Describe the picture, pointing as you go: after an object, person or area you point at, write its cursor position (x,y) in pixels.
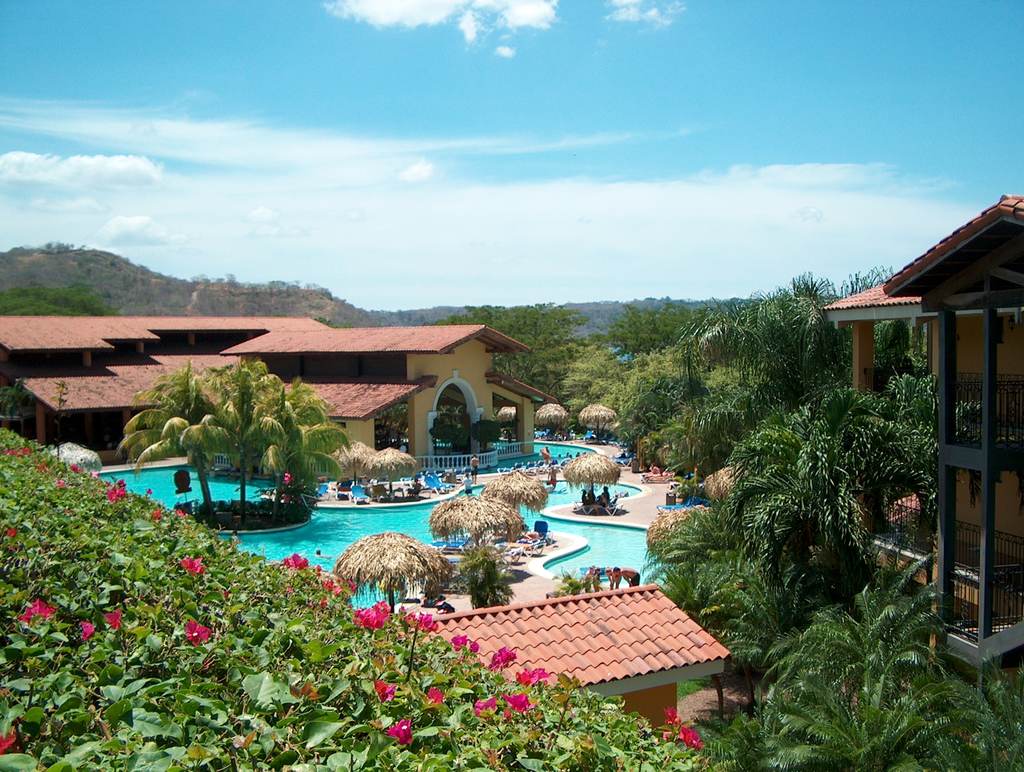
In this image we can see trees (715,468), plants (252,688), flowers (301,562), houses (1005,425), swimming pool (379,526), persons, chairs (327,487), shacks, hill (152,298), sky (500,248) and clouds (409,142).
